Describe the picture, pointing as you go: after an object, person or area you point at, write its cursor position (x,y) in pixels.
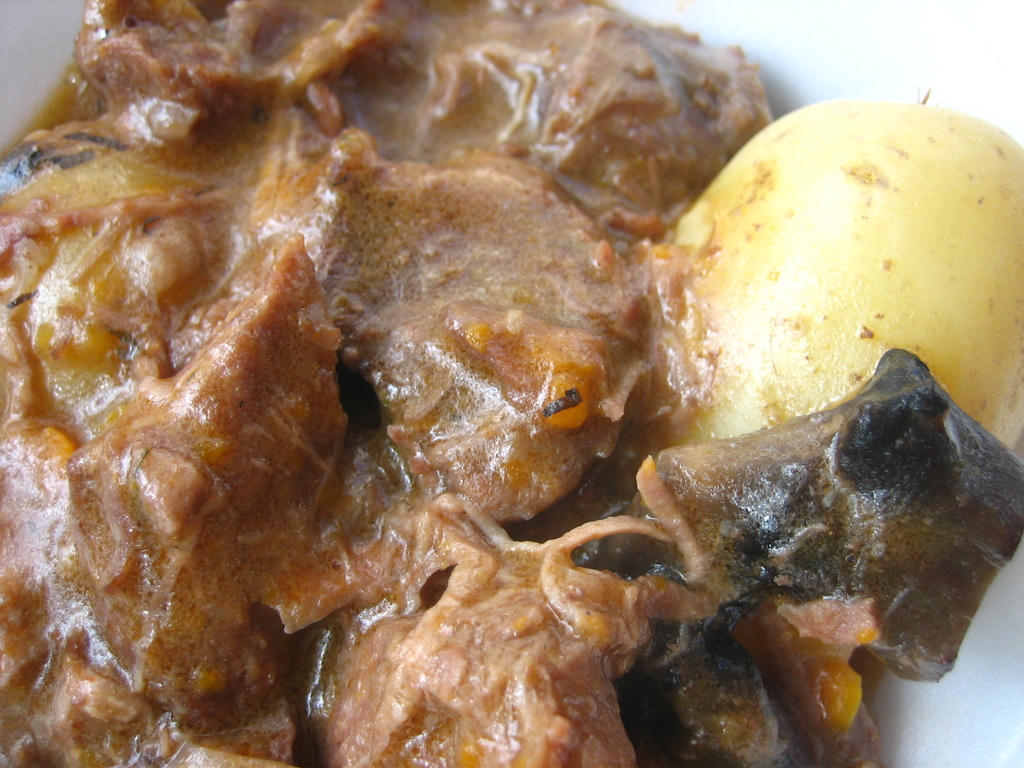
In this image we can see food item (579,540).
